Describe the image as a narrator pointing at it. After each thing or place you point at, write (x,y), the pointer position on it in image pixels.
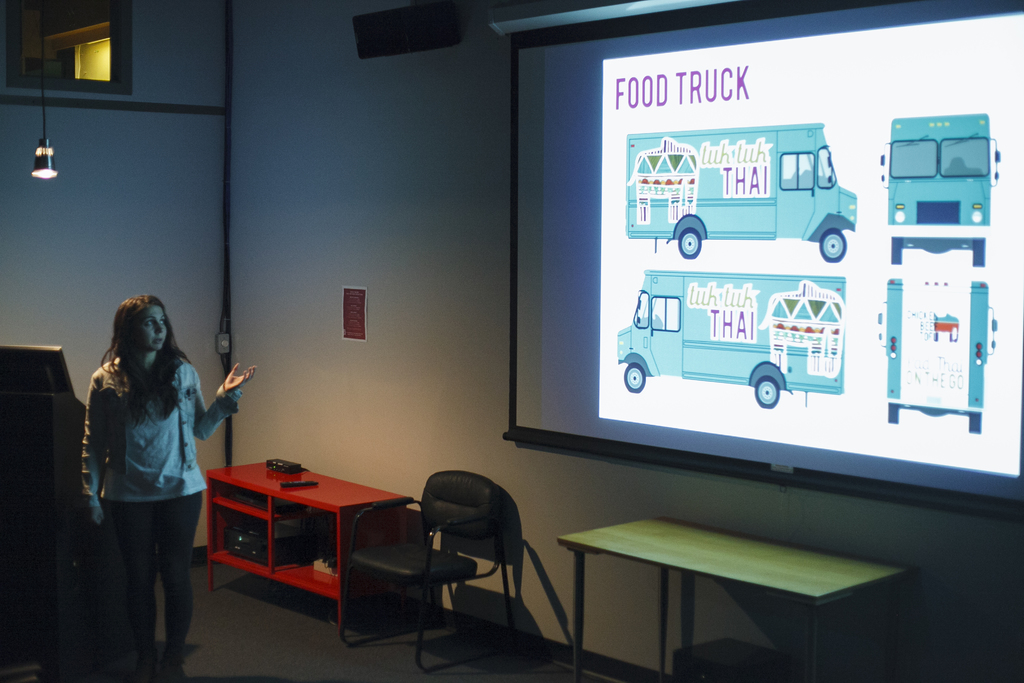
This picture shows a woman (138,330) standing and seeing a projector screen (649,214) and talking and we see a chair (489,488) and couple of tables (810,658) and light (41,157) hanging to the roof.
